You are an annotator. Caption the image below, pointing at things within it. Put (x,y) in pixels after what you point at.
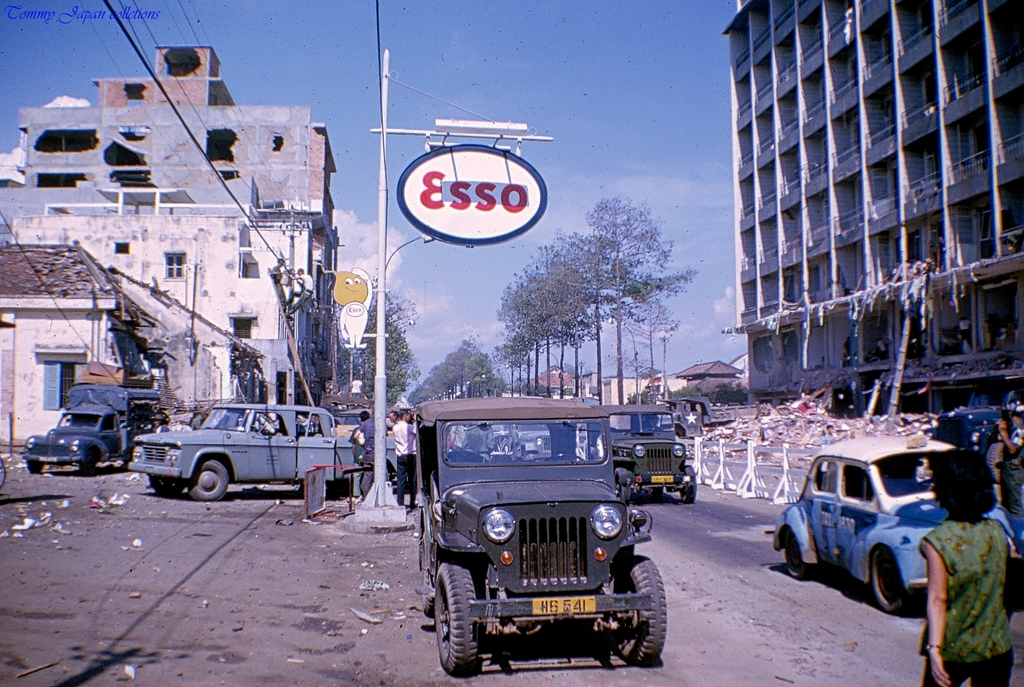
In this image we can see these vehicles (678,425) are on the road (97,481), we can see a few people (958,589) are walking on the road (529,686), boards (513,214) to the poles (378,258), wires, trees (683,274), buildings (698,373) and the blue sky (393,180) with clouds (438,336) in the background (438,336). Here we can see the watermark (21,21) on the top left side of the image (9,15).
